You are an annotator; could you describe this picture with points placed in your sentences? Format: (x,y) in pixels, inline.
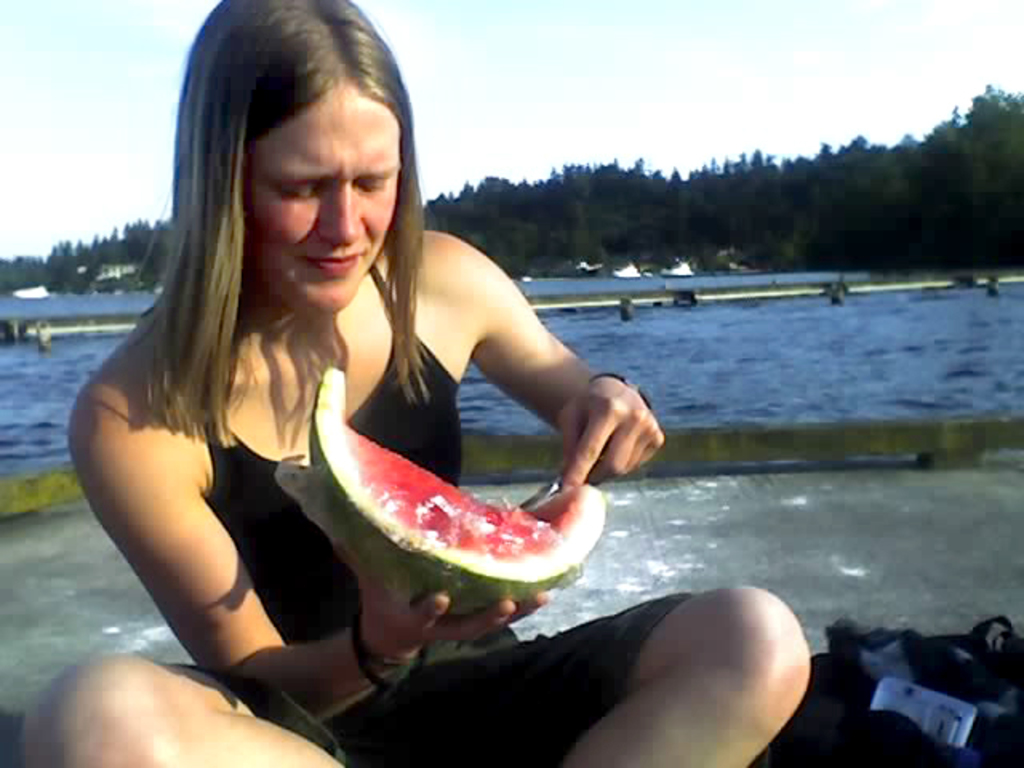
In this image there is a woman (231,583) sitting on the ground (693,546). She is holding a slice of a watermelon (437,528). Beside her there is a bag (921,680) on the ground (966,629). Behind her there is the water (568,315). In the background (67,288) there are trees (681,212). At the top (417,65) there is the sky (160,75).
